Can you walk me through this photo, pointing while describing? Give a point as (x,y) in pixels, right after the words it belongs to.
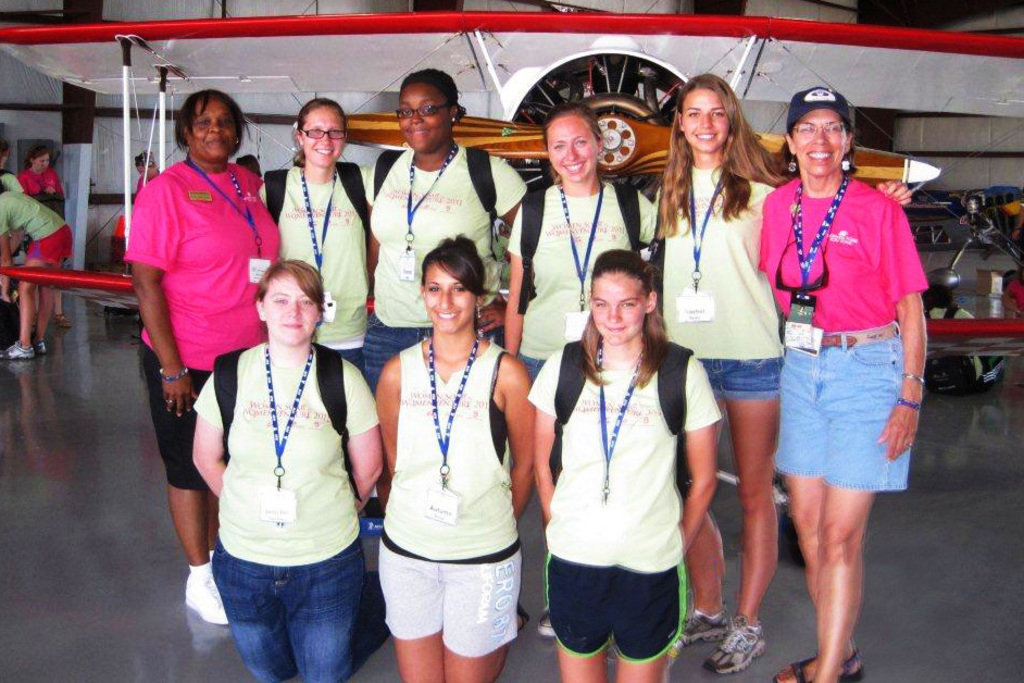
This image consists of nine women (236,303). All are wearing tags (442,485). At the bottom (74,644), there is a floor (725,676). In the background (611,65), we can see an aircraft (165,37). And there are few people (26,226) in the background (39,231). It looks like a hangar (1008,6).
